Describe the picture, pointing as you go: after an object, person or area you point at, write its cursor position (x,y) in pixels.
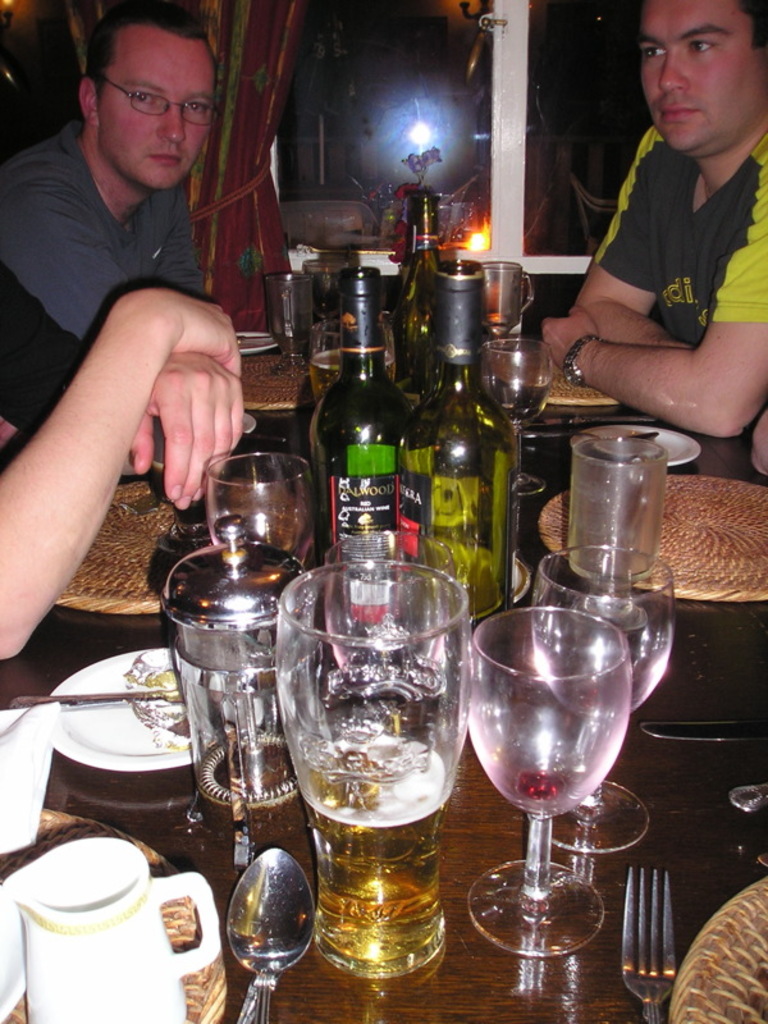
In this image i can see three persons (700,261) and the table (539,513), on the table (543,420) there are some glasses (526,406), bottles (461,507) and plates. At the background (394,124) i can see a glass window (381,60) and a curtain (260,66).
